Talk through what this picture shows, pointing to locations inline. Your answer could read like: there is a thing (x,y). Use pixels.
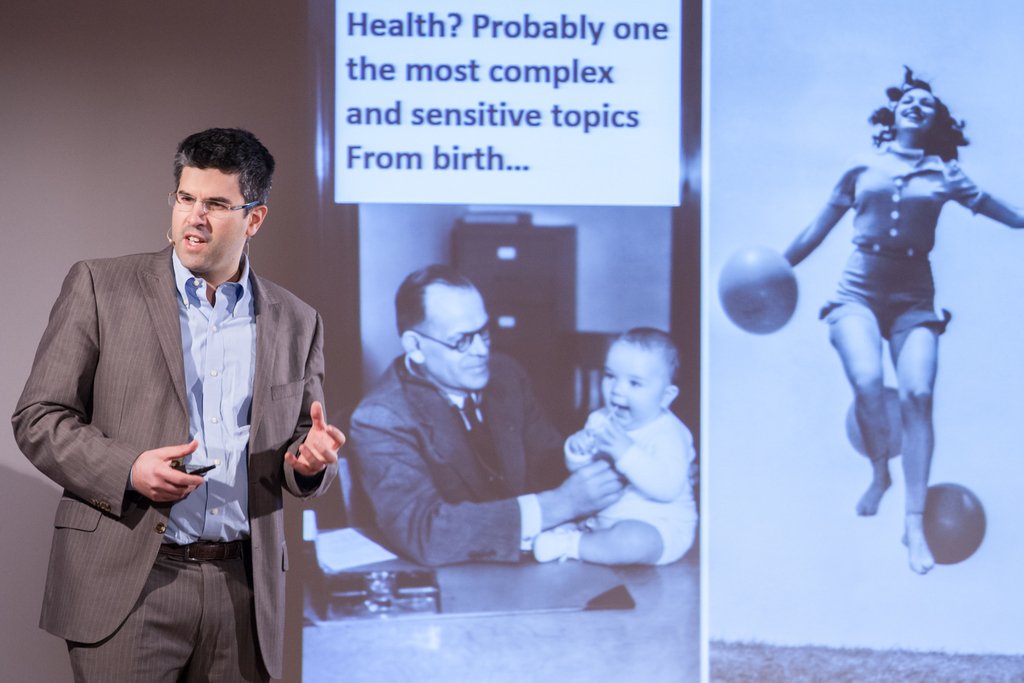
In this picture we can see a person (120,498), he is wearing a spectacle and in the background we can see a screen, on screen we can see some persons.
